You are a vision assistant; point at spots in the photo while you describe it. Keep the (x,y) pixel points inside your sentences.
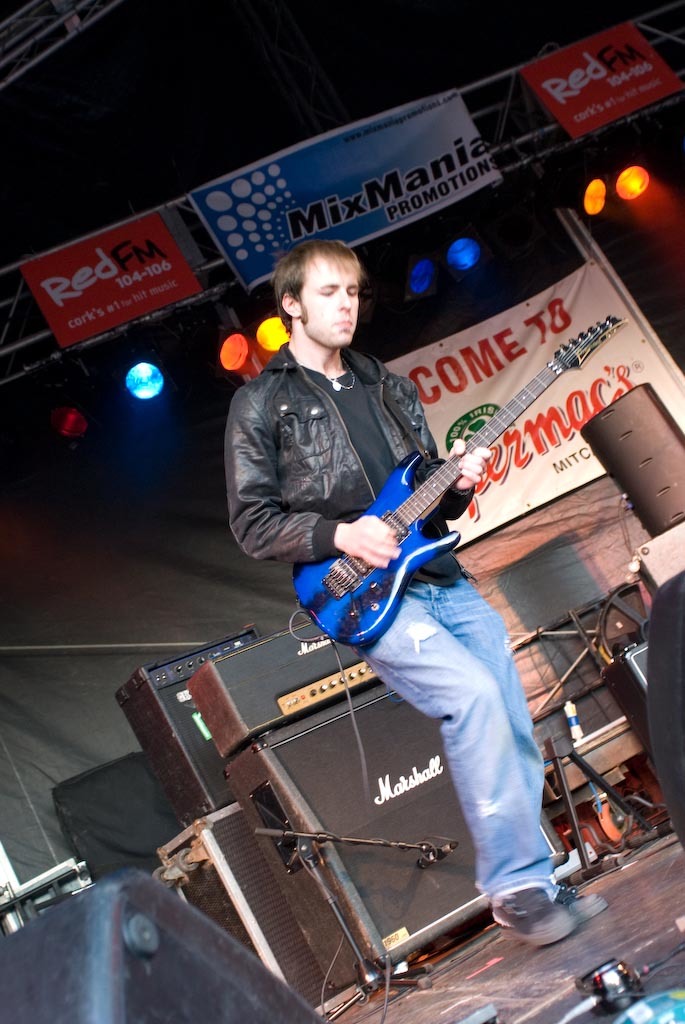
In this image we can see a man (396,619) wearing the jacket (302,410) and holding the guitar (526,392) and playing and also standing on the stage (524,965). We can also see the sound boxes (378,774) and some objects (661,575). There is also a mike (435,860) with the stand (424,861). In the background (122,603), we can see the lights (157,383), banner (584,65) with text (79,284) and also the black color background (112,612).
